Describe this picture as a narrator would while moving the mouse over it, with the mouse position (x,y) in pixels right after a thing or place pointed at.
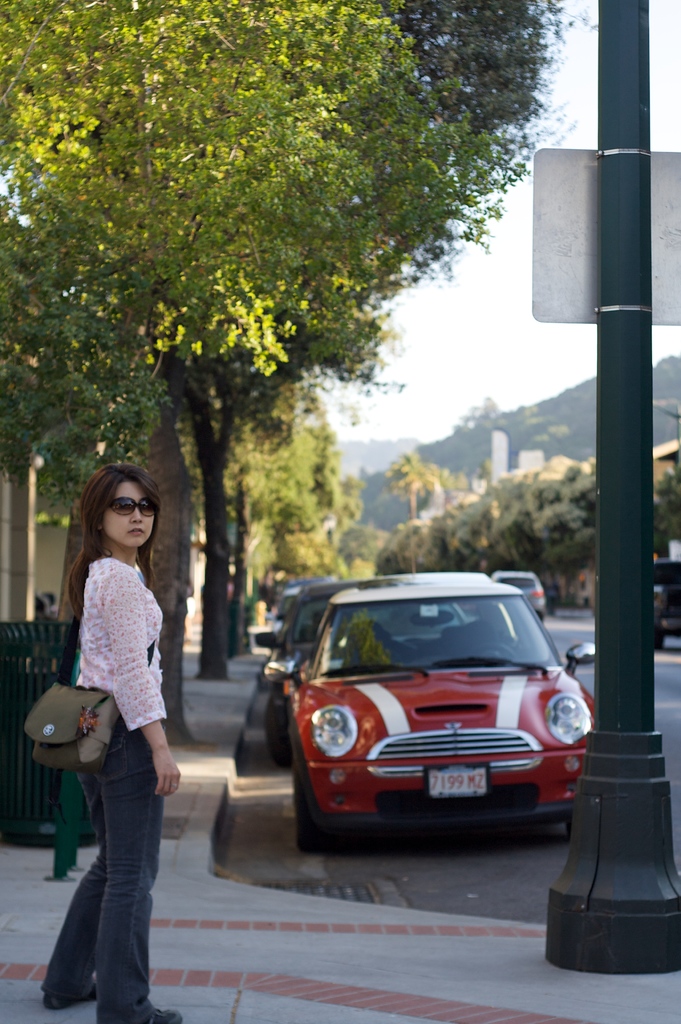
In this image there is a girl (151,743) standing on the floor (186,920) by wearing the bag (59,732). On the right side (482,858) there is a road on which there are few cars (440,631). There are trees (223,536) on the footpath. In the background (440,466) it looks like a hill (474,439). On the right side (648,424) there is a pole (602,716) on the footpath (503,972). To the pole (600,385) there is a board (590,281).
